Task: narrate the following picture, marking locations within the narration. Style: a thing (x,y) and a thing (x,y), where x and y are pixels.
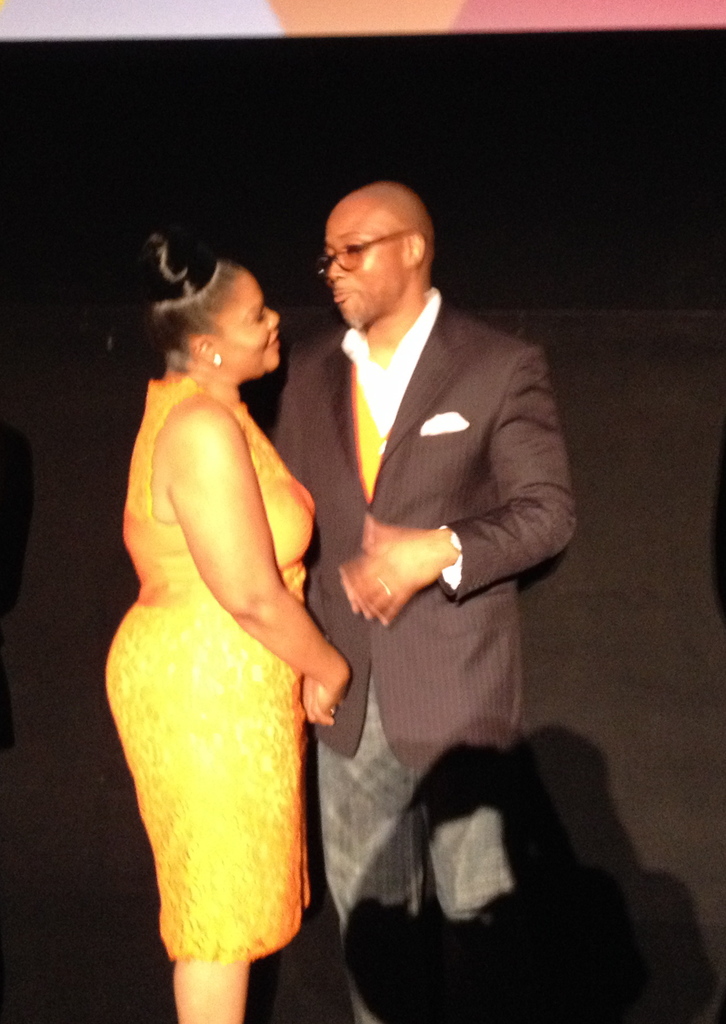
In this picture we can see a man (337,381), woman (322,665) standing and talking.
